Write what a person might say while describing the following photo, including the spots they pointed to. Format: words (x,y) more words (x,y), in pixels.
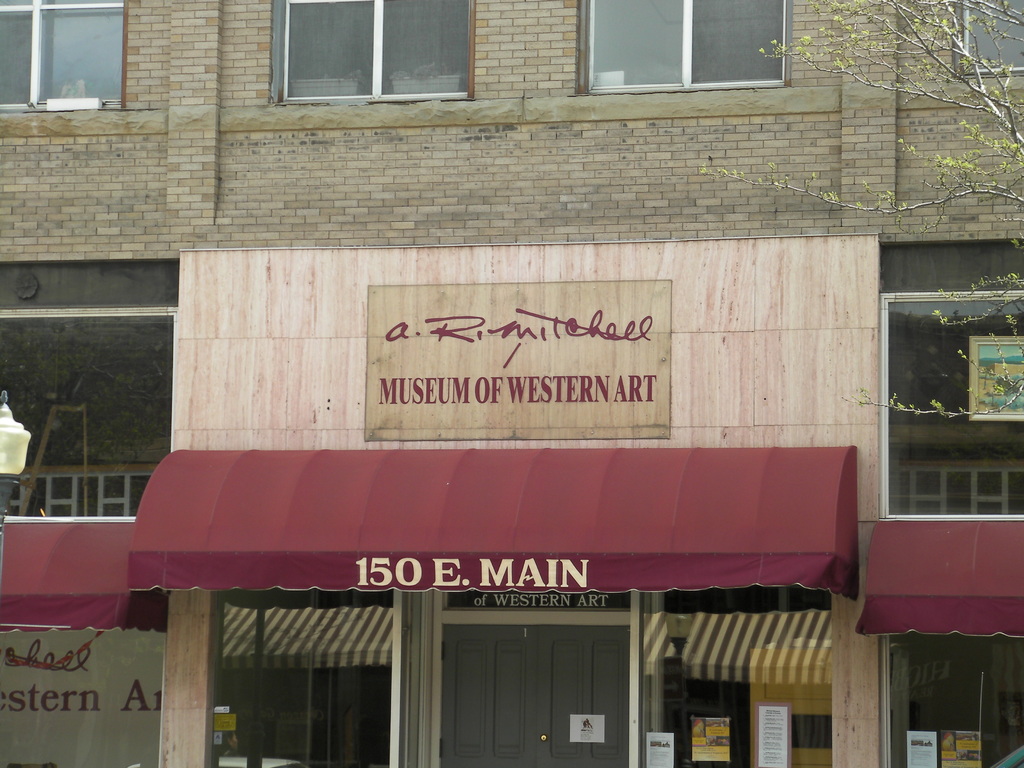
In this image there is a building (262,330) and we can see a store (464,523). There are boards (419,421). On the right (1019,200) there is a tree (970,290).
